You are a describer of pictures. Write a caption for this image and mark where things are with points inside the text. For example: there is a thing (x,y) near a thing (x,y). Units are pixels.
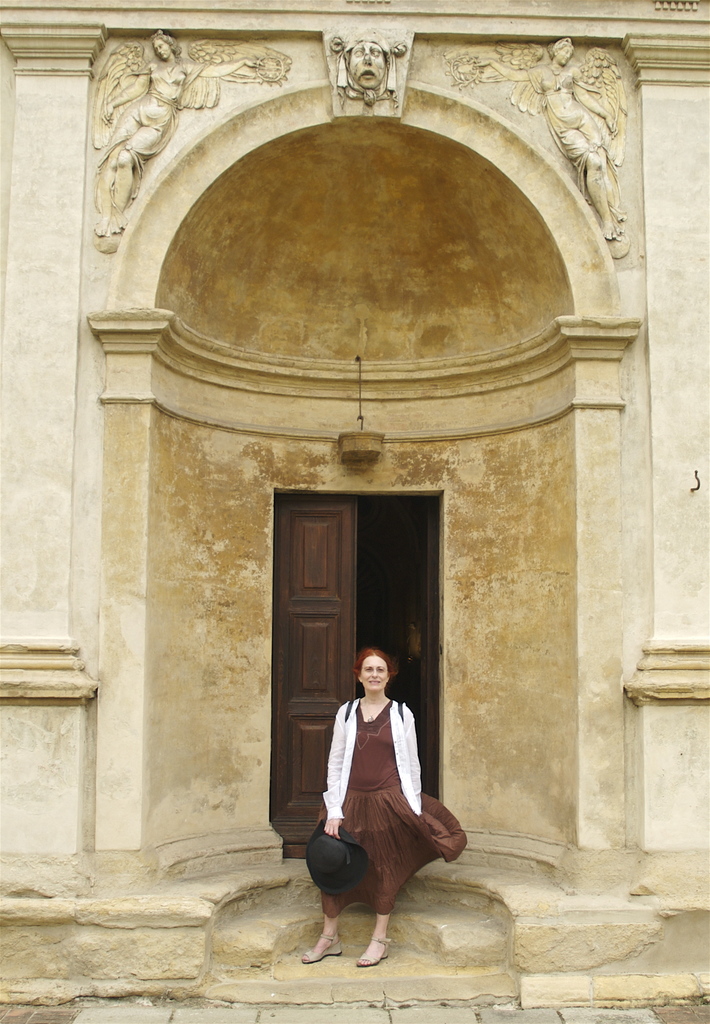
In this picture we can see a building (365,470), door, roof (340,210) and carving (380,79) on the wall (686,831). At the bottom of the image (271,948) we can see the stairs (487,946), ground (267,1015) and a lady (367,801) is standing and wearing coat (395,724), bag (403,712) and holding a hat (340,834).
